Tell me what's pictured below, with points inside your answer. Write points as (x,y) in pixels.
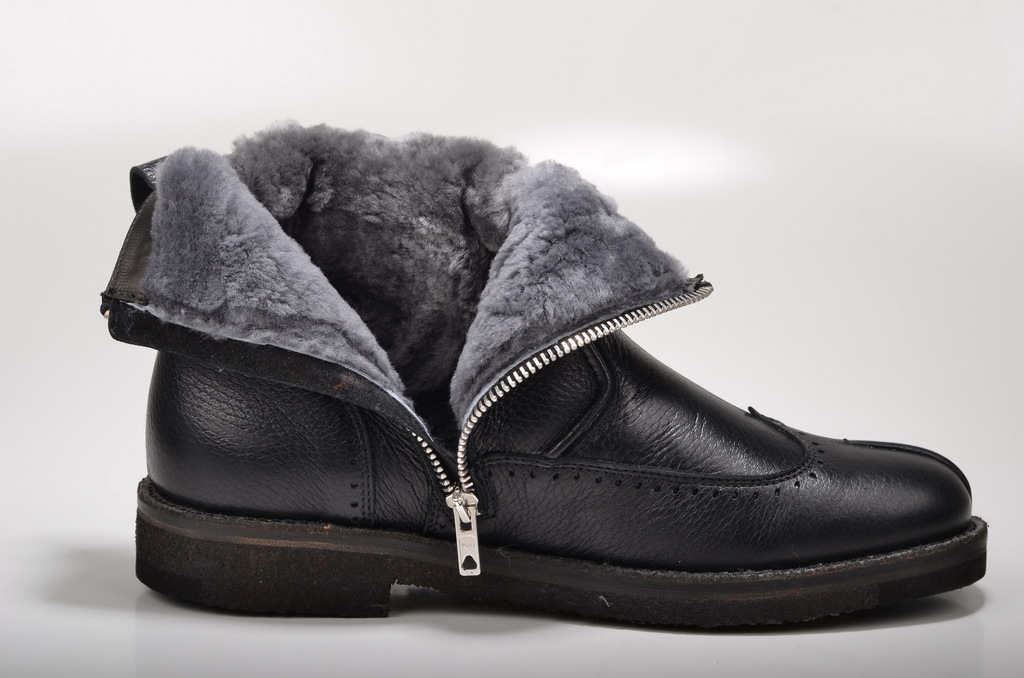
In this image there is a black shoe (492,446).
